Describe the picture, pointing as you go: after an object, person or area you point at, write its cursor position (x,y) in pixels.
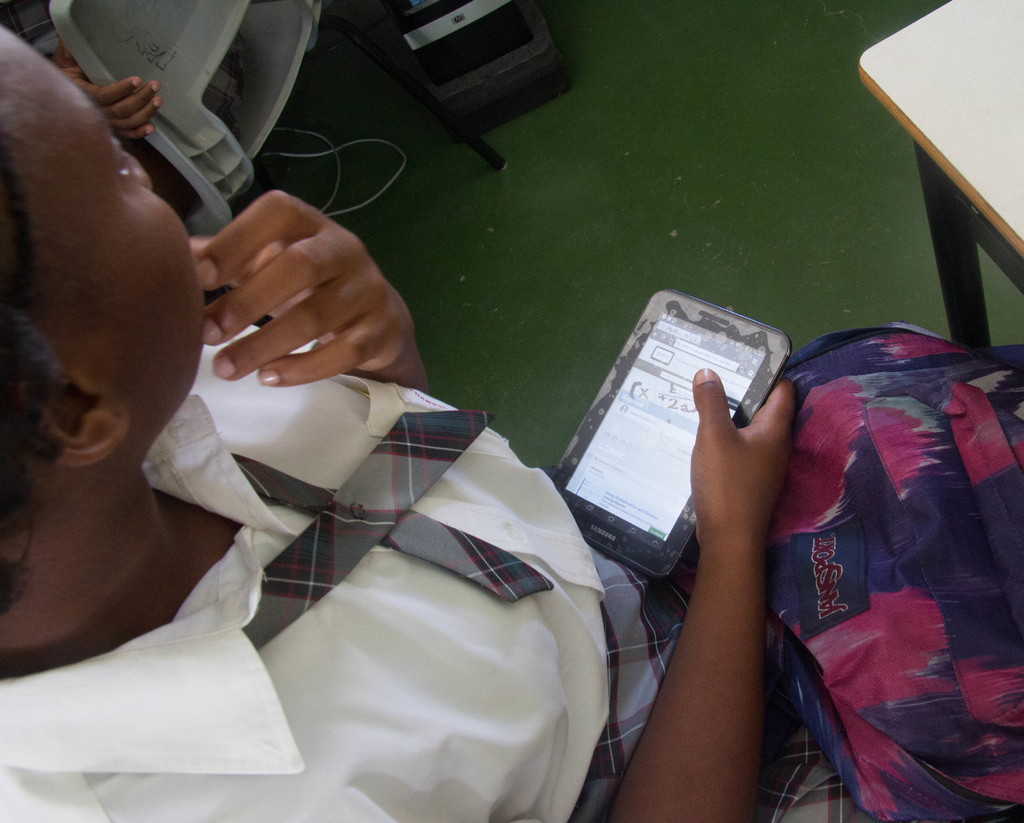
As we can see in the image there is a girl (316,591) holding mobile (685,453) and bag (876,600).
